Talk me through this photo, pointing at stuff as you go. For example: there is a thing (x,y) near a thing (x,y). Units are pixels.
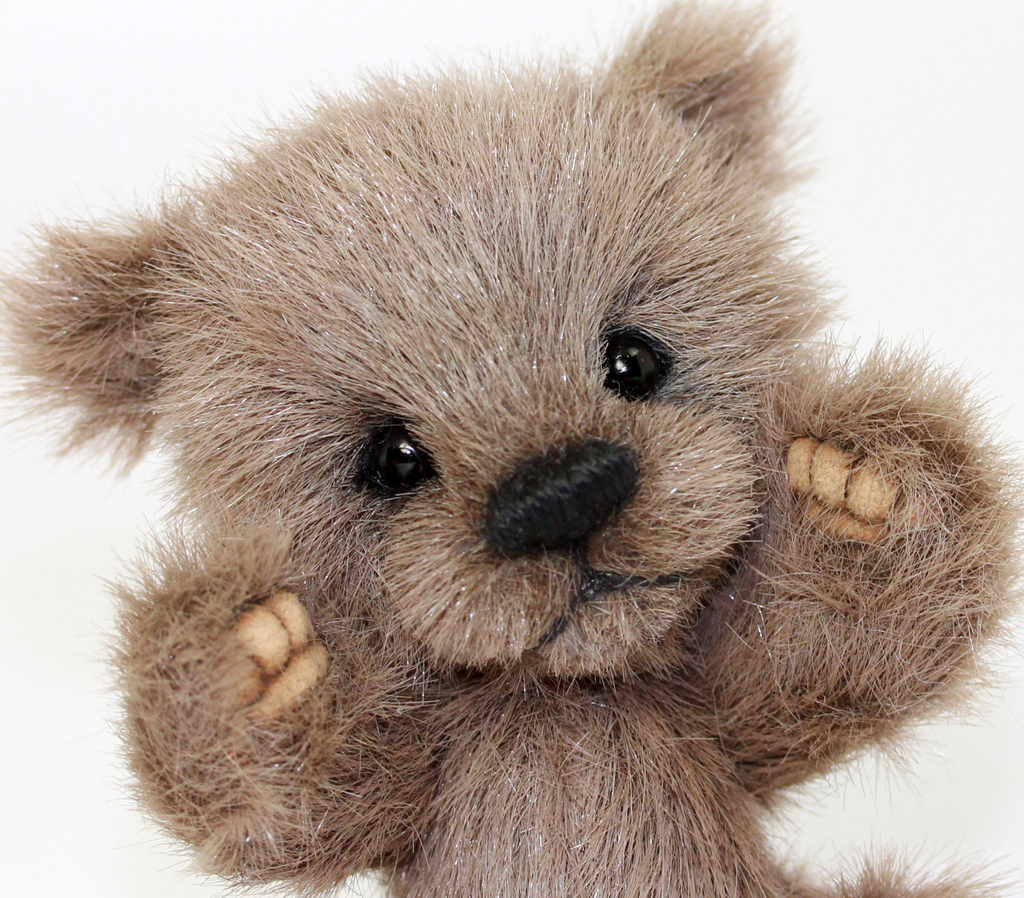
In this picture we can see a brown color small teddy bear toy (202,800).
